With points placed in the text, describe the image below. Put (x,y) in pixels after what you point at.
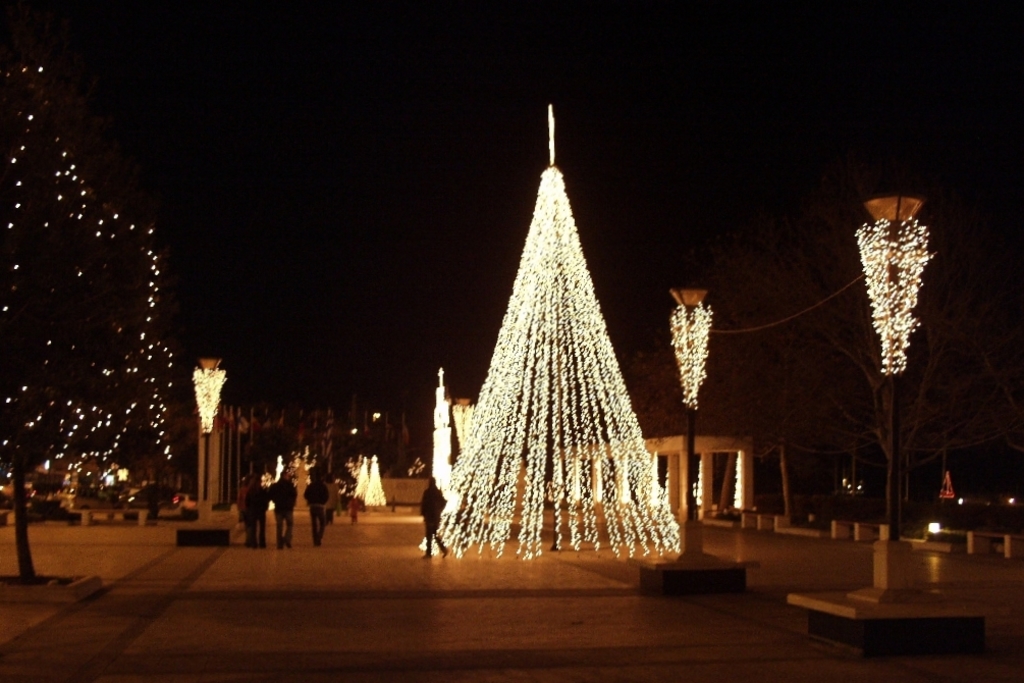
In the middle of the picture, we see people (269,490) are walking on the road (341,568). On either side of the picture, we see the poles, which are decorated with lights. On the left side (138,225), we see a tree (26,381) which is decorated with the lights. On the right side (857,534), we see benches (835,527) and pillars (713,479). In the background (375,416), there are street lights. In the background (261,236), It is black color. This picture is clicked in the dark.
